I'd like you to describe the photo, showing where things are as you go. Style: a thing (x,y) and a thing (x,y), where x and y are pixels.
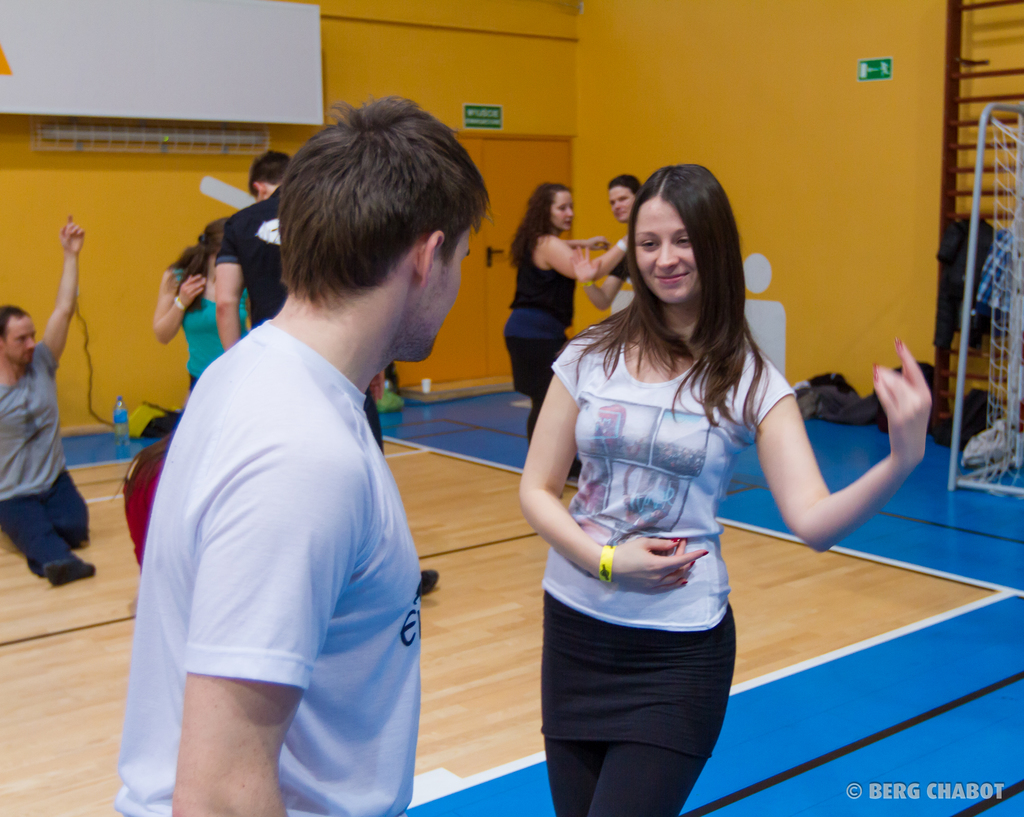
In front of the picture, we see the man (308,391) and the women (604,506) are standing. She is smiling. Behind them, we see four people (612,270) are standing and they might be dancing. Beside them, we see the water bottle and a yellow bag (150,420). On the left side (16,331), we see a man (13,486) in the grey T-shirt (36,370) is sitting. On the right side (992,411), we see the net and a rack (954,144) on which clothes (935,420) are placed. Beside that, we see the clothes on the floor (879,716). At the bottom (938,739), we see a floor (950,741) in blue color. In the background (68,38), we see a white board (266,60) and a yellow wall (566,110). We even see the boards (484,119) in green color with some text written on it.
